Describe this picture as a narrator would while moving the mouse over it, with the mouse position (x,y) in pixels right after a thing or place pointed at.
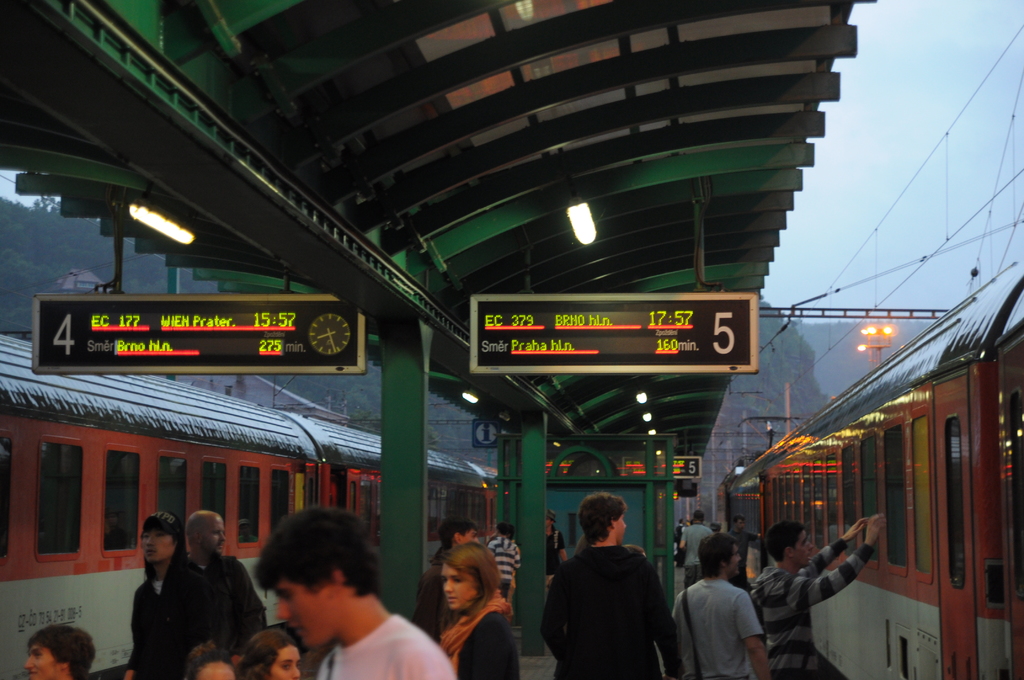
In this image we can see people (712,578) standing on the platform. Here we can see trains (982,457), poles (411,459), boards (347,341), lights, roof (710,430), and wires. In the background (12,263) we can see mountain (898,335) and sky (933,234).
